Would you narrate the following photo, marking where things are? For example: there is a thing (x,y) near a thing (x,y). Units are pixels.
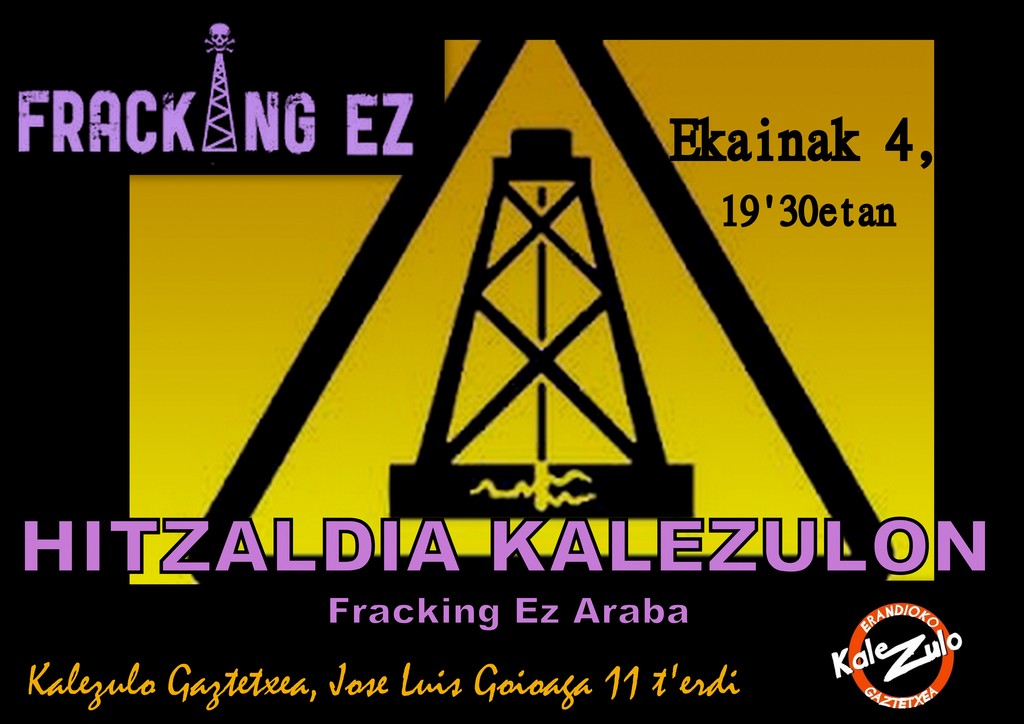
In this picture we can see a poster (521,454), there is some text (145,100) and picture (212,35) of a skull (225,27) on the poster (231,84).
